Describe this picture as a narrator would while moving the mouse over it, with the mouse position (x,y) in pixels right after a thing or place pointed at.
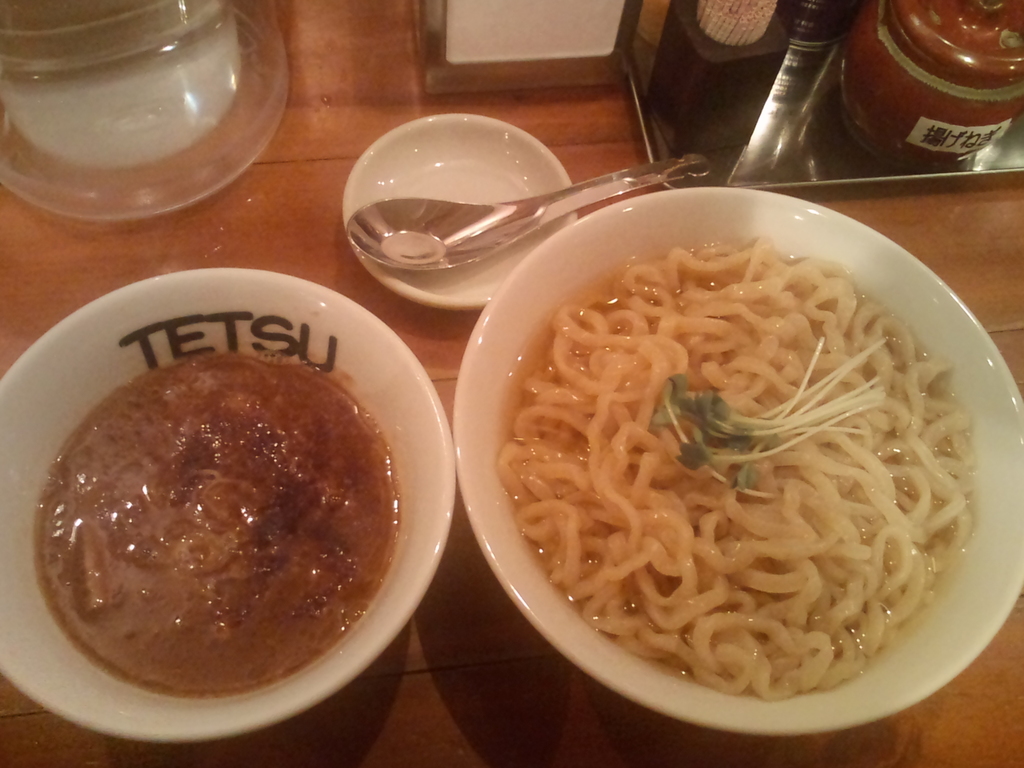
Here I can see a table (176,235) on which few bowls (317,357), spoon (468,235), tissue papers (524,55) and some other objects (194,119) are placed. In the bowls (430,496), I can see some food items (147,558).
